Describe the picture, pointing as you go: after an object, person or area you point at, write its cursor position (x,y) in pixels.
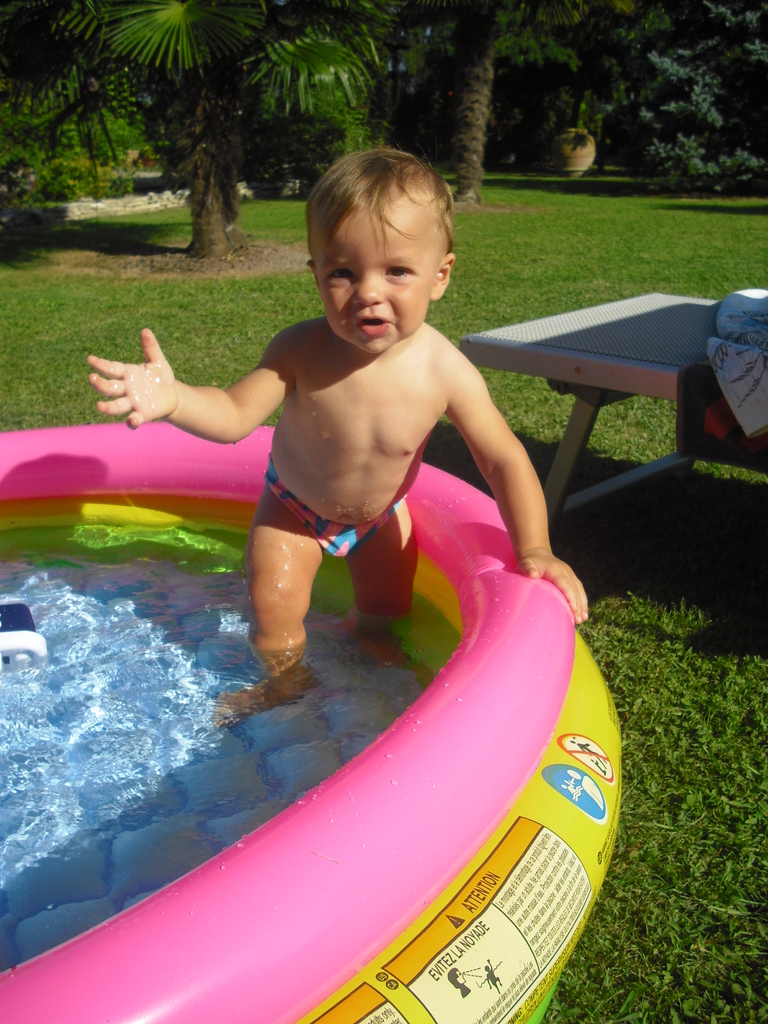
In the middle of the image (409,536) a kid (416,182) is standing and smiling. Bottom left side of the image (226,926) there is a water pool (341,737). Bottom right side of the image (647,815) there is grass (716,703) and there is a table (559,336). At the top of the image (471,130) there are some trees (487,37) and plants (597,48).
